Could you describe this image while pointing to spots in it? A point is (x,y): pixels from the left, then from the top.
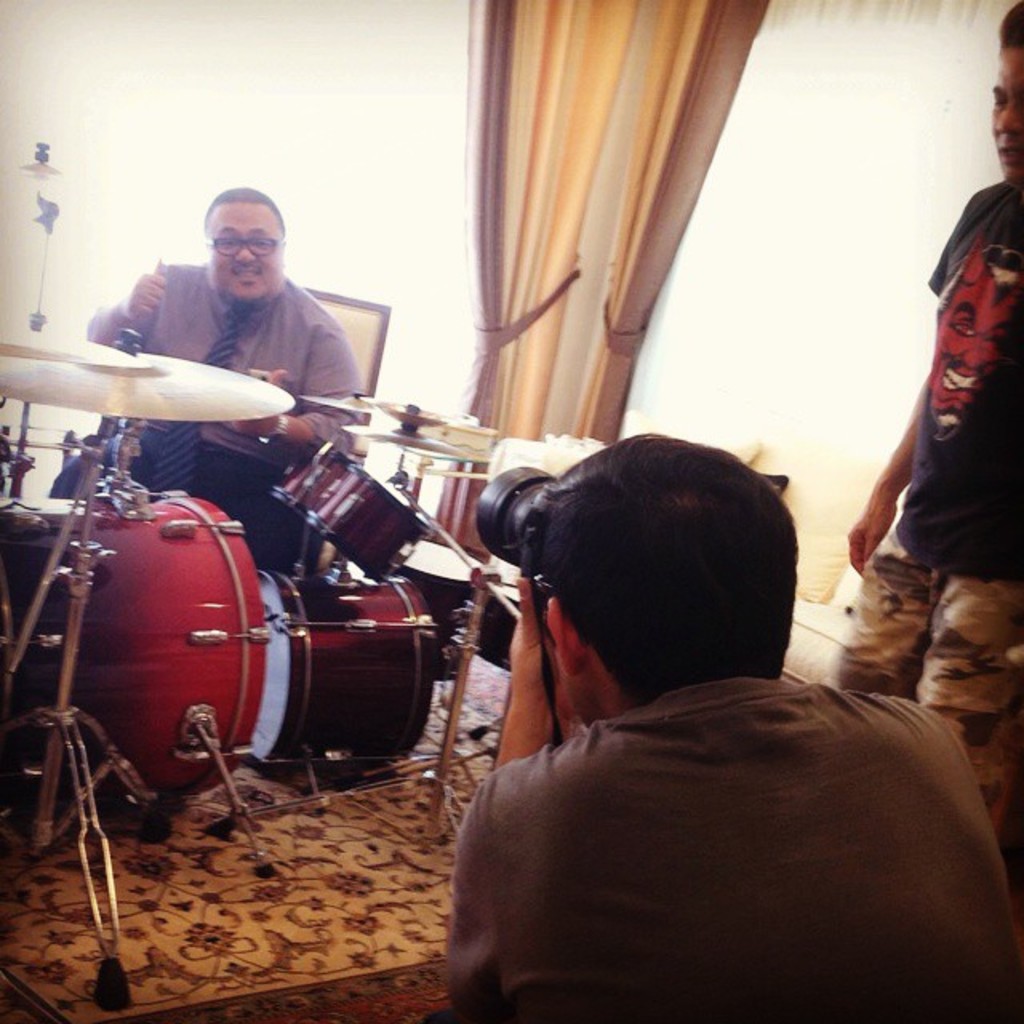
In this image i can see a person (208,264) sitting in front of musical instruments (192,516), i can see another person (632,772) holding a camera (537,560), and to the right corner (960,662) i can see another person (905,618) standing. In the background (590,137) i can see curtains (601,152).
